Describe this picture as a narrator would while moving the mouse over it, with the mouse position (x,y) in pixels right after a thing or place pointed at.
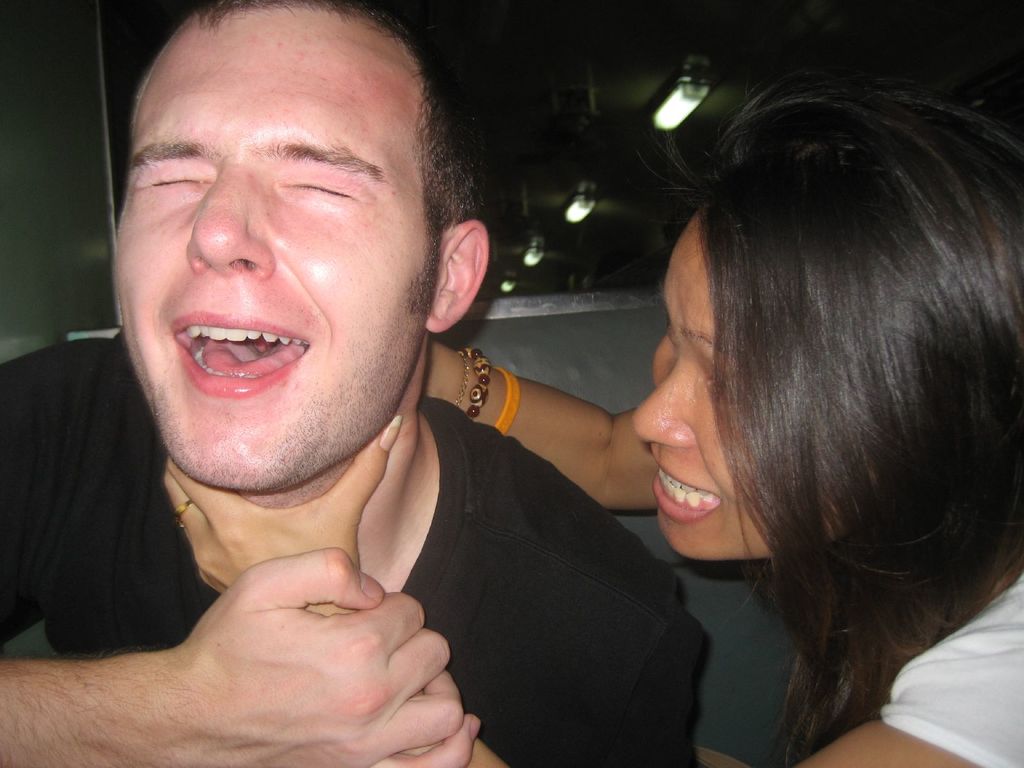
In this picture there is a woman (928,204) who is holding his neck (404,500). On the left (190,437) there is a man (361,603) who is wearing black t-shirt (546,592). On the top (700,70) we can see lights (685,67). Both of them are sitting on the bench (763,673).
